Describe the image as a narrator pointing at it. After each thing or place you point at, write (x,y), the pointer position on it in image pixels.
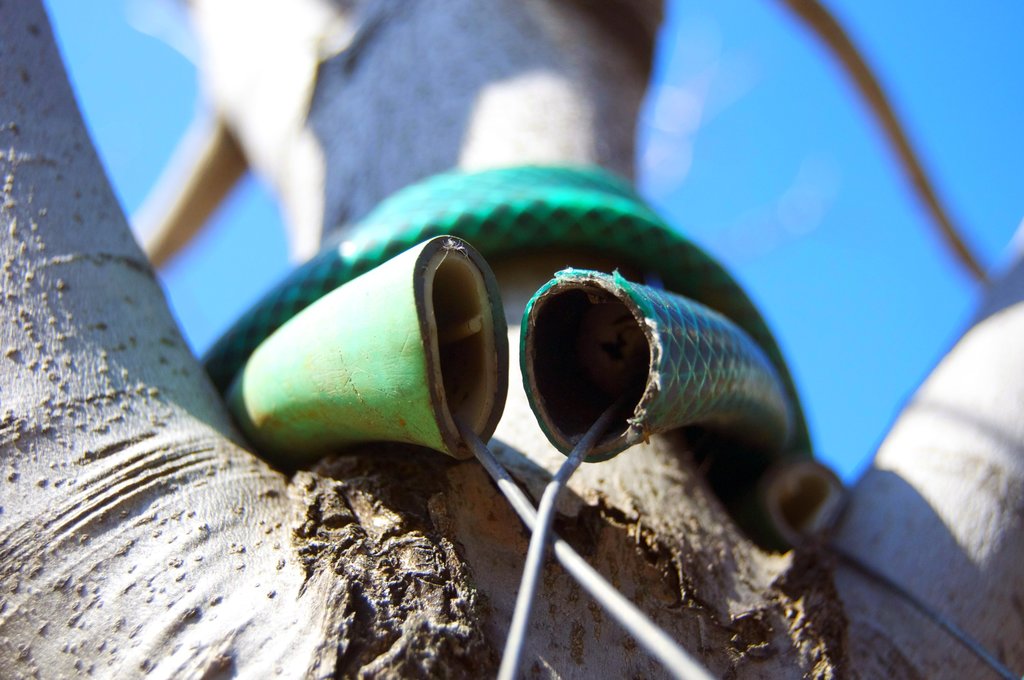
In this image there is one tree (375,508) and to that tree (498,251) there is some pipes (594,415) and some wires (495,460) are there in those pipes (556,415), in the background (837,160) there is sky (833,291).
